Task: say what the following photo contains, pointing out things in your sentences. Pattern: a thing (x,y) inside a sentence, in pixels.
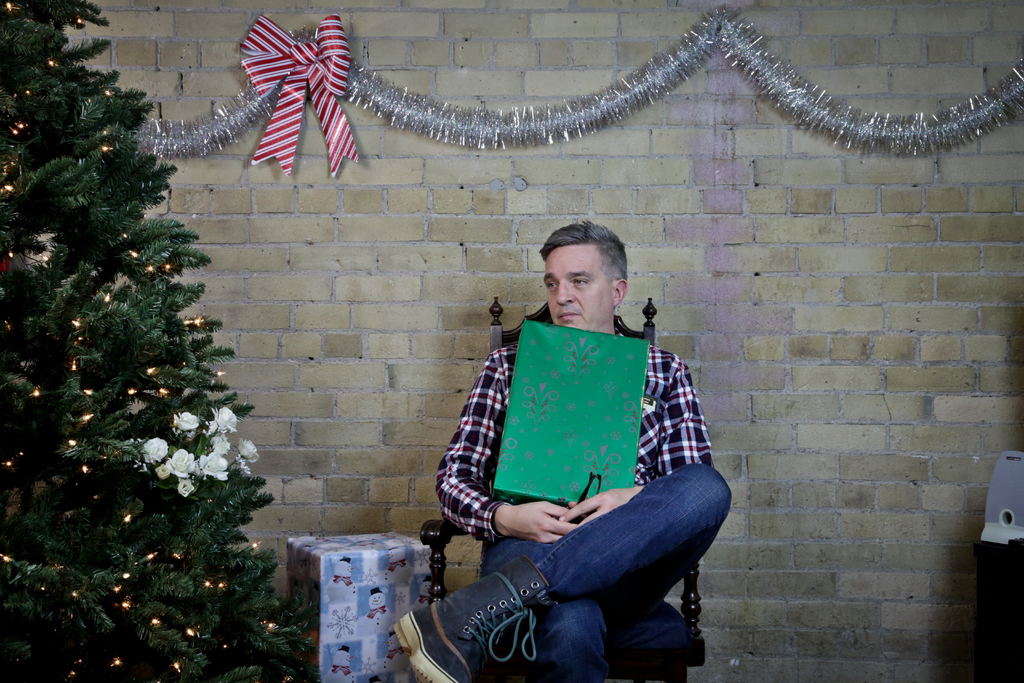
There is a man (474,386) sitting on chair (474,533) and holding box (577,380), left side of the image (207,449) we can see tree (41,443) with flowers (223,471). On the background (375,255) we can see decorative items (859,120) on wall (338,513) and box (350,554).
